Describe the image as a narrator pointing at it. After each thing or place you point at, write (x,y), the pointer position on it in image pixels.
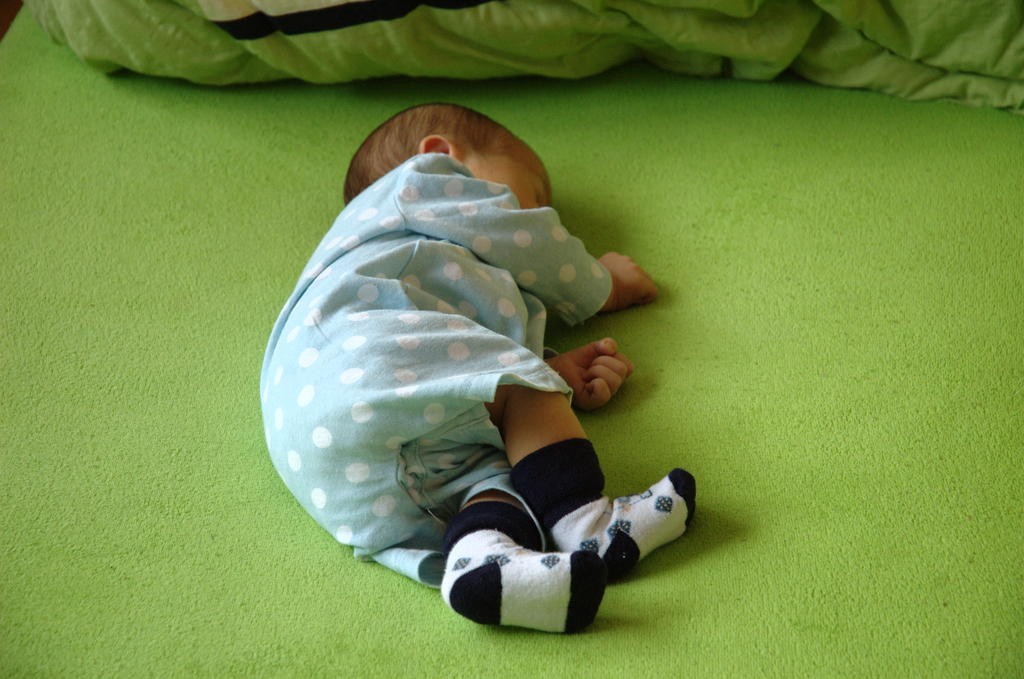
In the picture I can see a child (477,374) is sleeping on a green color surface (624,398). The child (612,365) is wearing blue color dress (415,323) and socks (545,552).
